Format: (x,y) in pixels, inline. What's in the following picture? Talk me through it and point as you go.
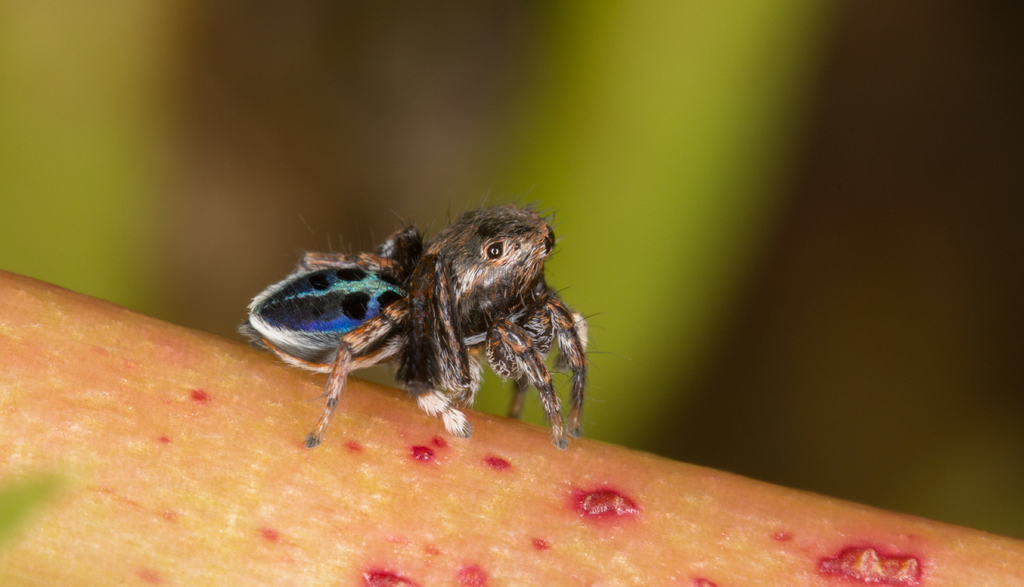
This is some kind of spider (447,272) and it is standing on some object (398,464) and the background (235,140) is totally blur.
